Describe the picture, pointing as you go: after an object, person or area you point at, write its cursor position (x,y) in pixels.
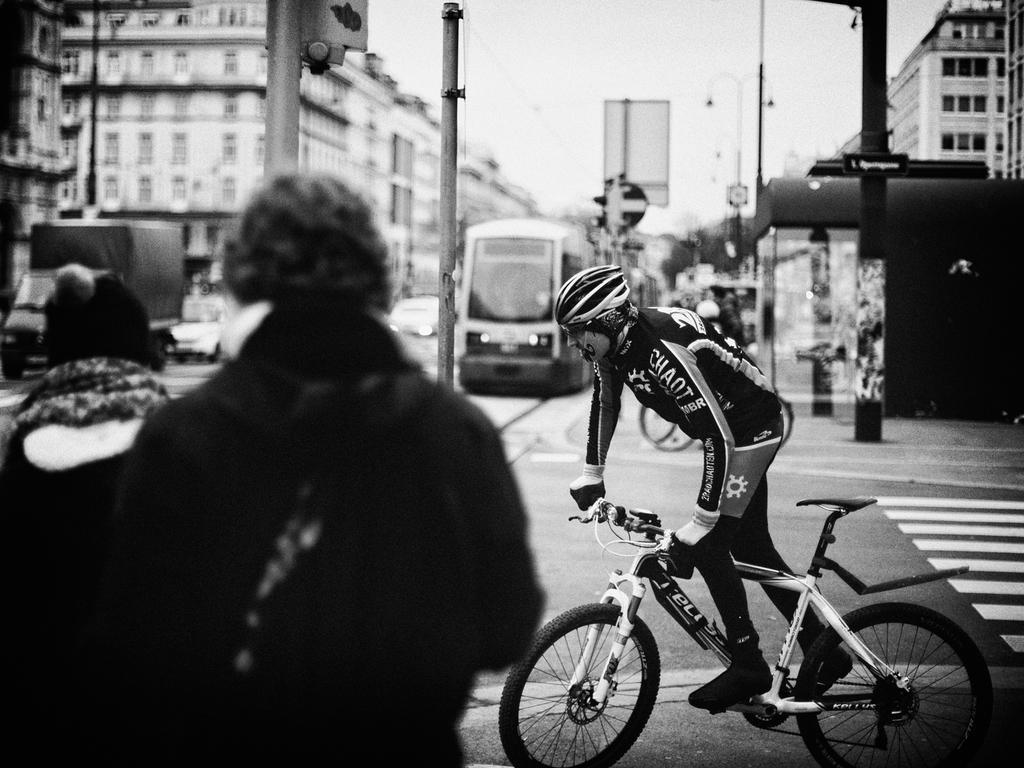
There is a person (724,600) riding bicycle (675,596) on the road (566,411). He wore helmet (589,303), glasses (563,335) and glove (685,528). On the left (127,526) we can see 2 persons (174,438) standing and a vehicle (83,255) on the road (627,500). In the background (431,118) we can see few buildings (972,105), pole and sign boards (622,153). In the middle (527,271) there is a vehicle (525,280) moving and there is a sky (629,47).
